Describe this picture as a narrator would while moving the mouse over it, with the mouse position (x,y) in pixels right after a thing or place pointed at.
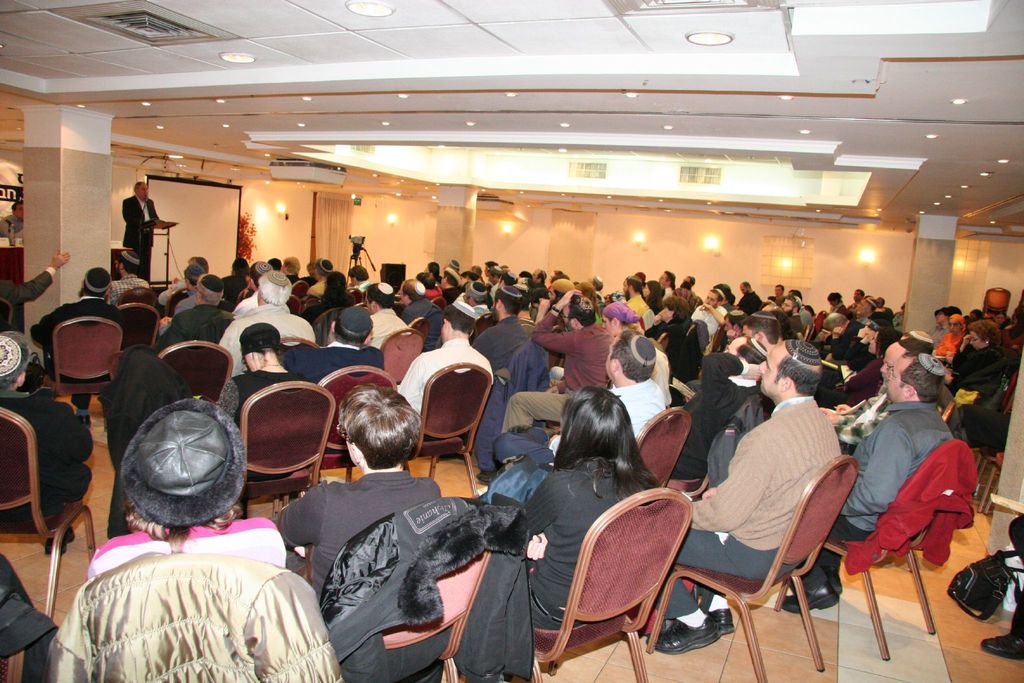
In this image there are many people (387,496). On the left (140,223) there is a man (144,254) he is standing, he wear suit (145,229) and trouser (146,260) he is speaking something. On the right (888,435) there is a man (890,460) he wear jacket (890,463), he is sitting on the chair (913,571), he is listening the speech. In the middle (360,241) there is a camera (360,241). At the top (291,166) there is a projector (321,170) and lights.
